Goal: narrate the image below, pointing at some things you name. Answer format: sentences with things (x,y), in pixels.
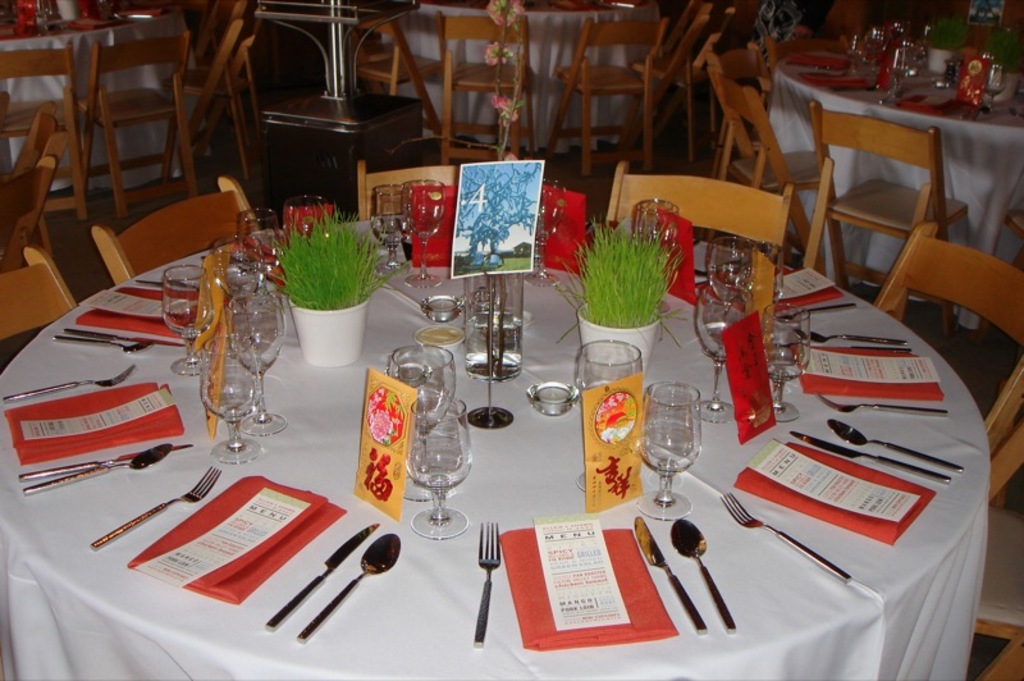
In this picture there's a table (394,603) and chairs (820,203) around the table (182,507), there are forks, spoons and knives (649,550) kept on the table (387,587) and a glass (449,393) kept on the table (498,402) and they are napkins (532,593) also
